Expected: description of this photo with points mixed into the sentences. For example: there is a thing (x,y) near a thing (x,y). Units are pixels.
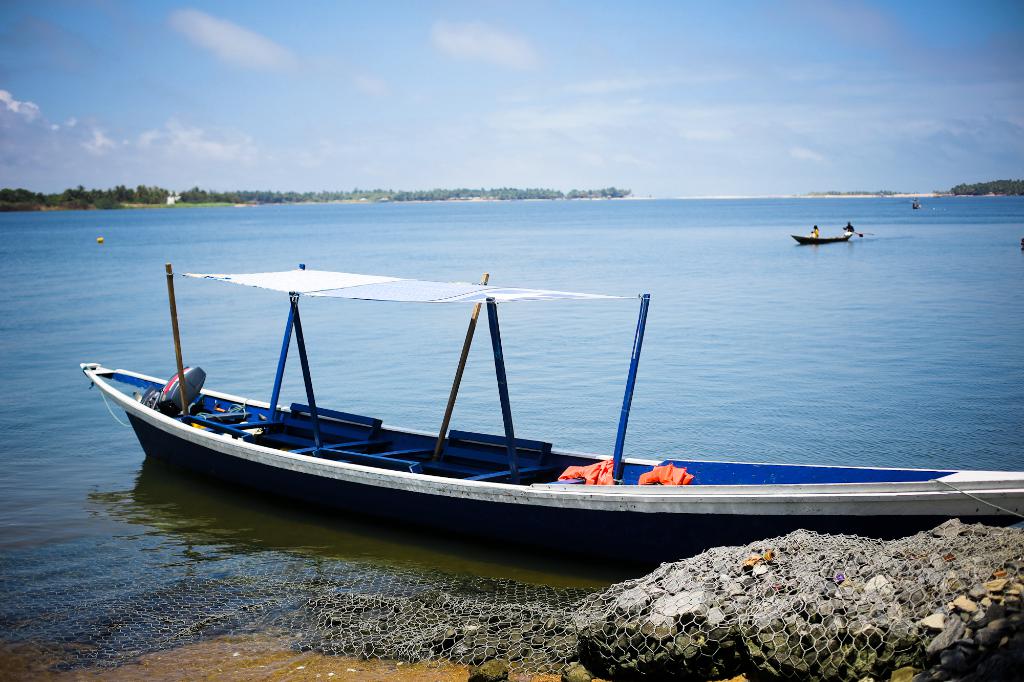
This picture is clicked outside the city. In the foreground (187,629) we can see the net (447,615) and the rocks (737,625). In the center (368,446) there is a boat (317,413) in the water body (832,224). In the background (821,231) there is a boat (832,242) containing some persons (847,223) and we can see the sky (699,166) and the trees (619,196).
